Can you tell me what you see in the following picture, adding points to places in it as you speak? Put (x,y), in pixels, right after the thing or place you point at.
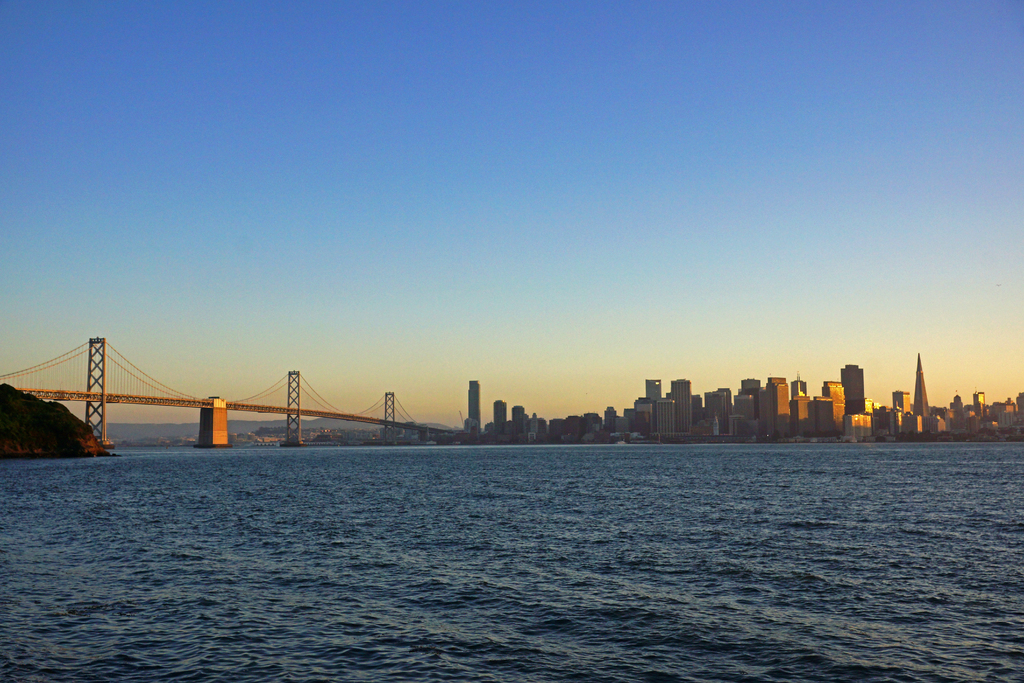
In this picture we can see buildings (681,392) and skyscrapers (672,428). On the left (139,374) there is a bridge (262,401). At the bottom (292,585) we can see the water (348,648). In the background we can see mountains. At the top (561,54) there is a sky (583,60).
